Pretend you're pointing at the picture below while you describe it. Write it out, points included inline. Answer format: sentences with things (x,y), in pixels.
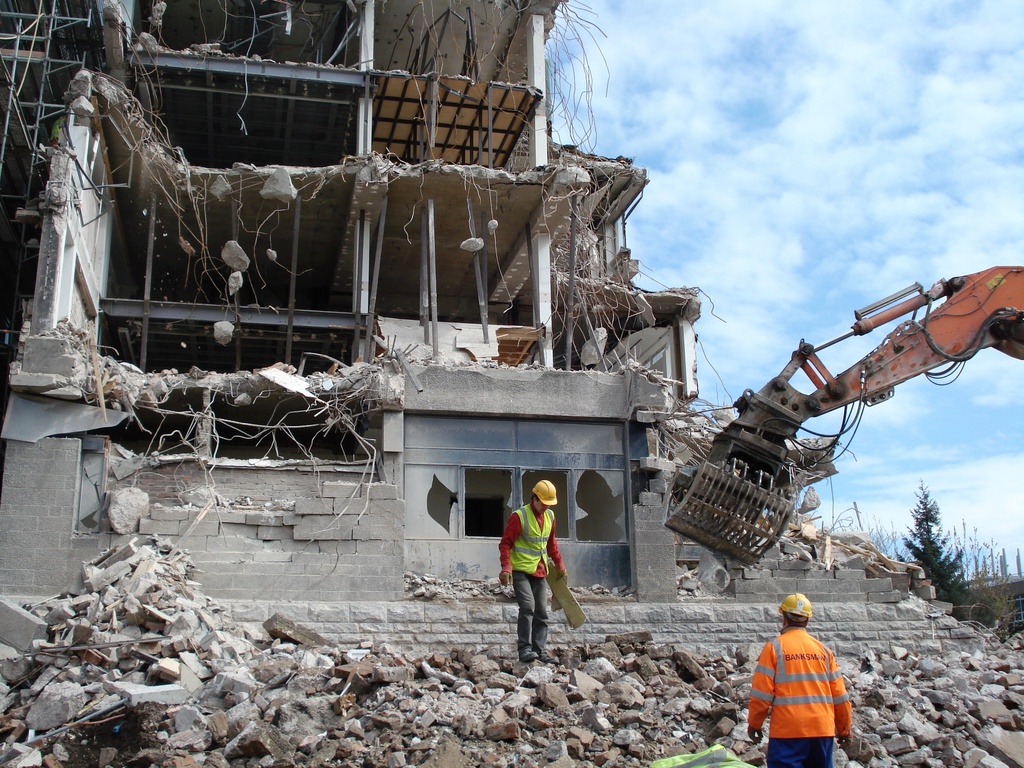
In the picture we can see a broken building (595,440) with stone pillars (81,150) and broken pieces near to it and we can see two persons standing with a helmet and jackets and in the background (876,270) we can see a tree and a sky (957,236) with clouds (869,259).
